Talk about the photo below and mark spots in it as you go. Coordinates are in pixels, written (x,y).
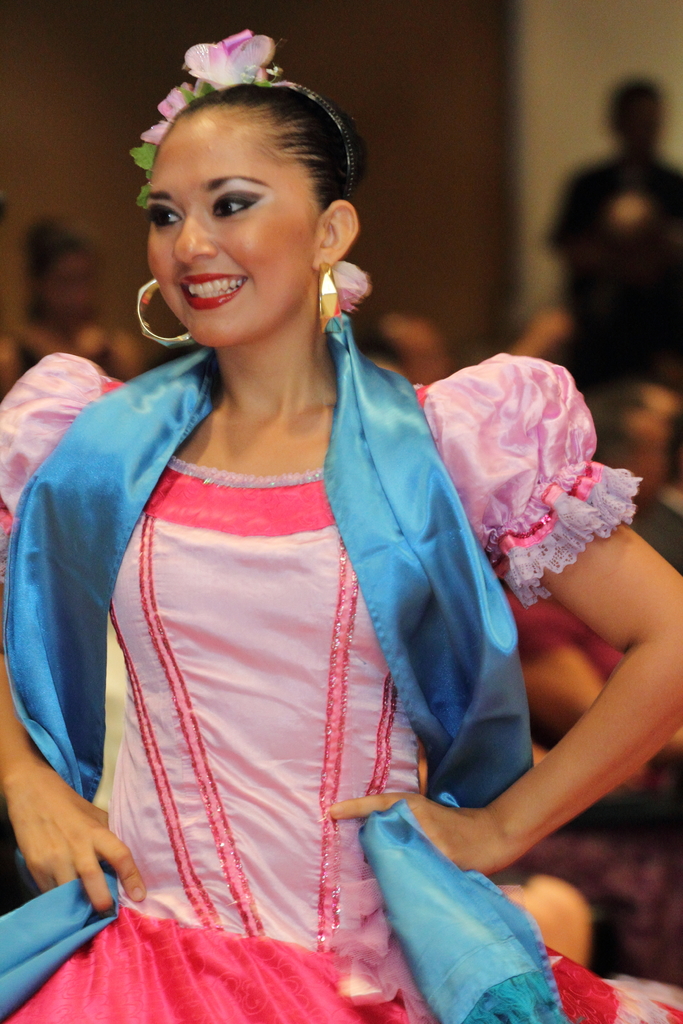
In the foreground of this picture (229,621), there is a woman (221,746) in pink color dress (223,632) and having smile on her face (245,343). In the background (502,280), we can see persons (617,287) and the wall (438,121).
